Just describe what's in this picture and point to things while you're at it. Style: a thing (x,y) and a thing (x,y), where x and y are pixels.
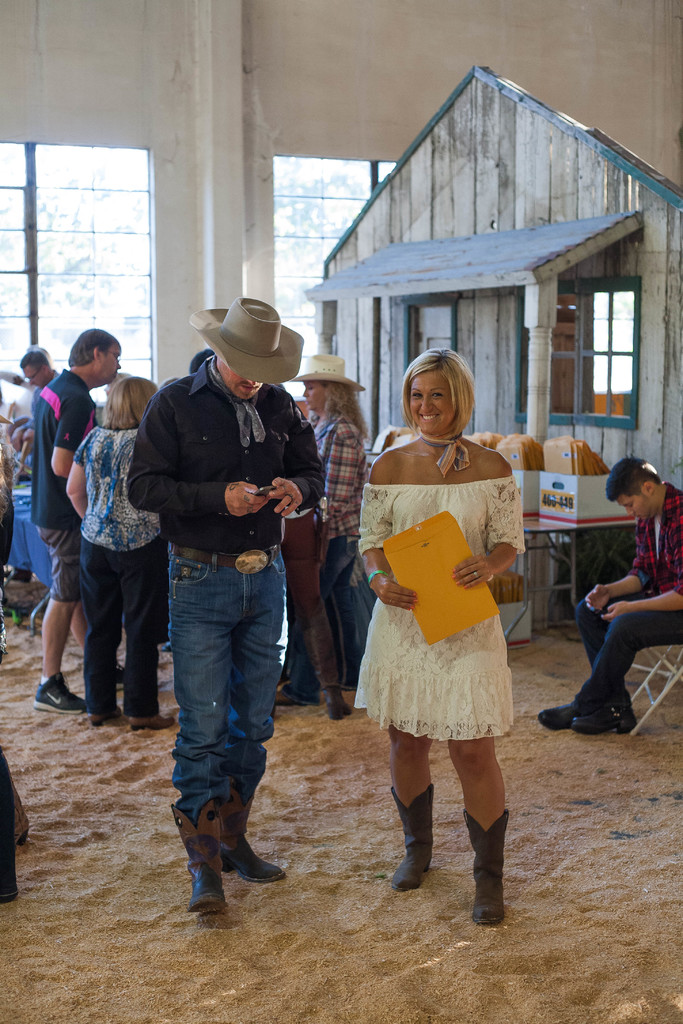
In the center of the image (378,480) we can see two people (252,554) are standing and a lady (499,545) is holding a paper (440,552) and smiling and a man (264,385) is wearing hat (270,344). In the background of the image (83,596) we can see some people (67,410) are standing. On the right side of the image (472,241) we can see the roof (624,222), window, table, a person (653,526) is sitting on a chair (652,674). On the table (599,526) we can see the containers (544,476) and some objects (506,444). On the left side of the image (76,486) we can see some persons (64,498) and table (28,547). At the bottom of the image (290,924) we can see the soil (259,801). At the top of the image (247,185) we can see the wall (189,123) and windows (133,160).
